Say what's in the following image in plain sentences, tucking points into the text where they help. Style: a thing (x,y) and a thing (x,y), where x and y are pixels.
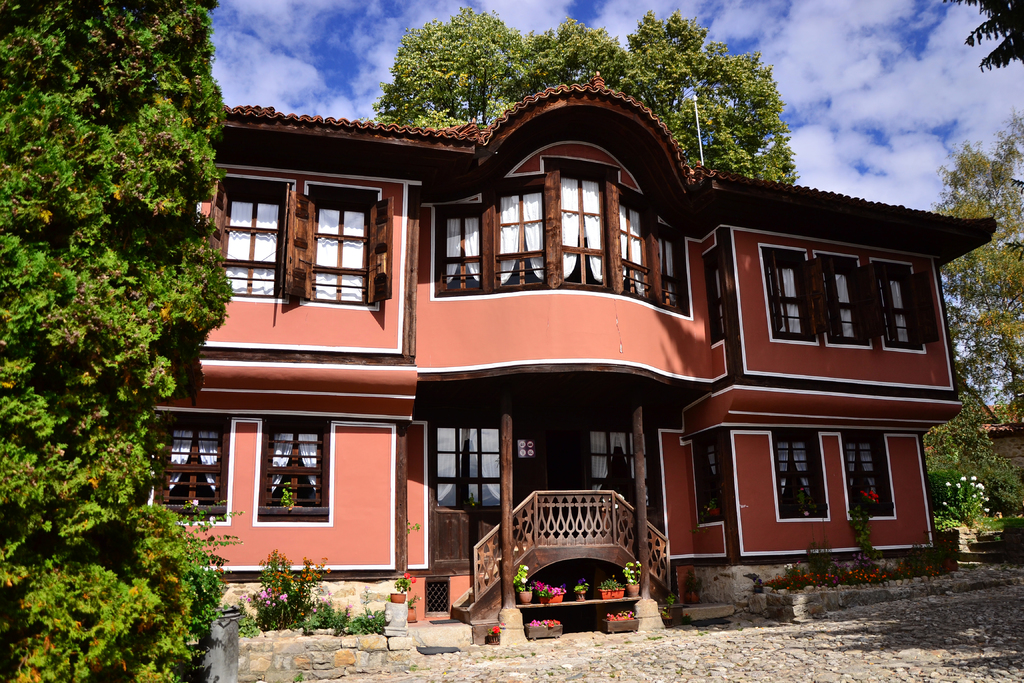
As we can see in the image there is a building (353,288), windows (319,256), curtains (312,467), plants (293,596), flowers (266,567), trees (40,379), sky (381,64) and clouds (376,30).
